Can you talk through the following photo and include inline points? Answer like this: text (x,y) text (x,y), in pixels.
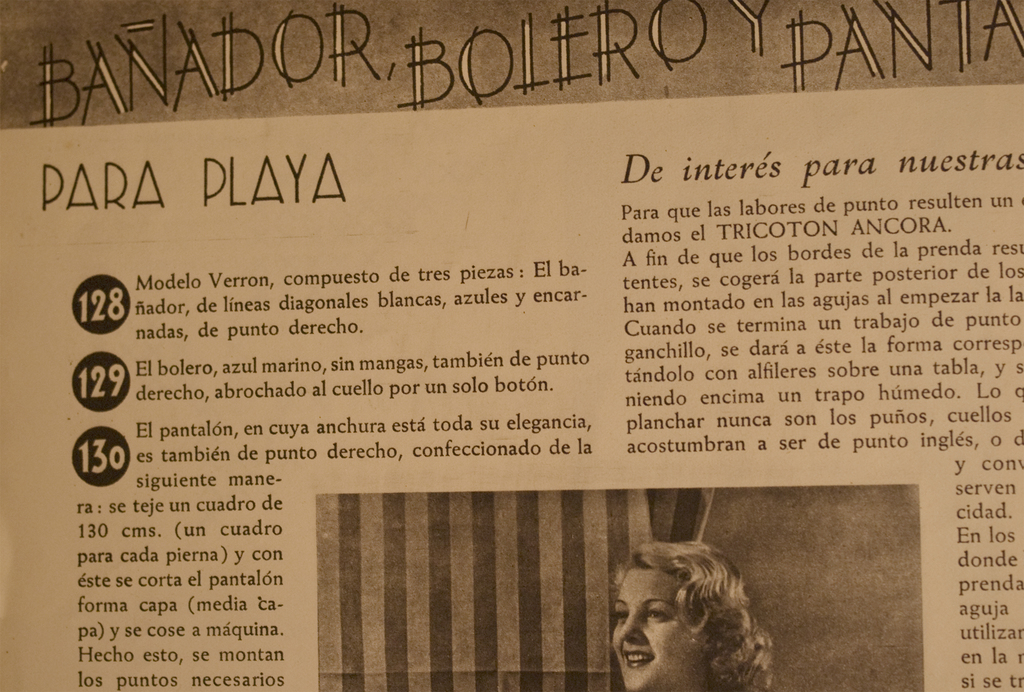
Here in this picture we can see a paper (941,673) and we can see printed text (231,286) on it all over there and at the bottom of it we can see womans face (653,584) present over there.
